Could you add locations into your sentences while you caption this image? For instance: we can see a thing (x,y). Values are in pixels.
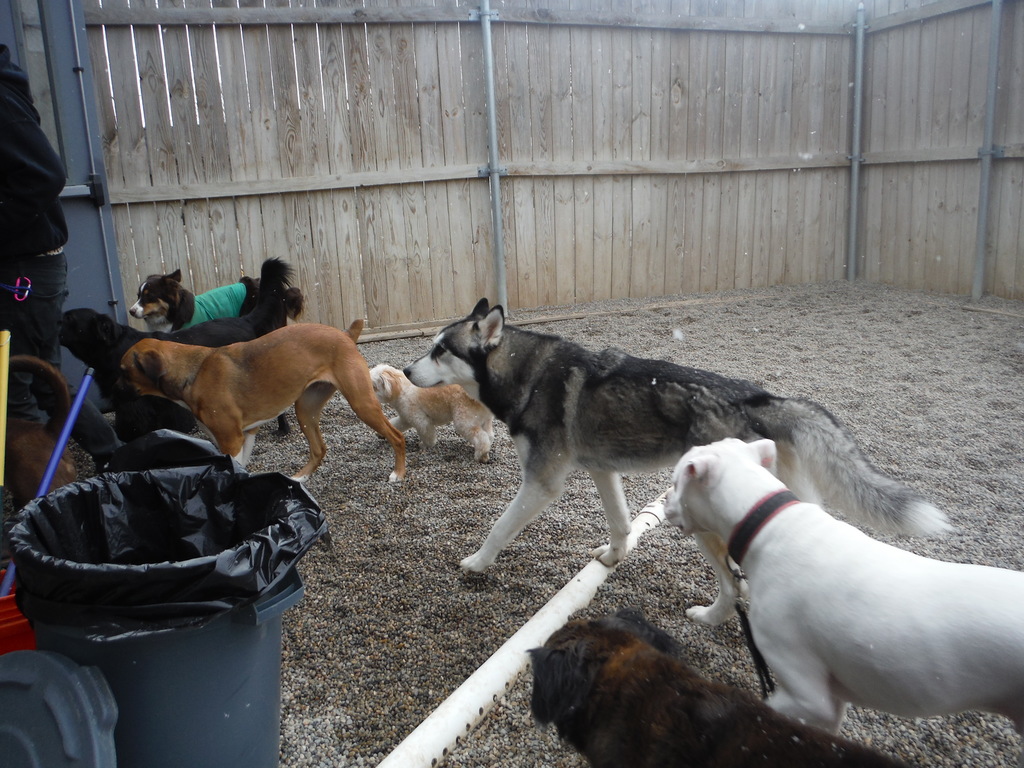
In this image we can see dogs (597,406), dustbin (243,694), white color rod (468,689) and person (85,412). There is a wooden fencing (420,120) at the top of the image (281,119).
